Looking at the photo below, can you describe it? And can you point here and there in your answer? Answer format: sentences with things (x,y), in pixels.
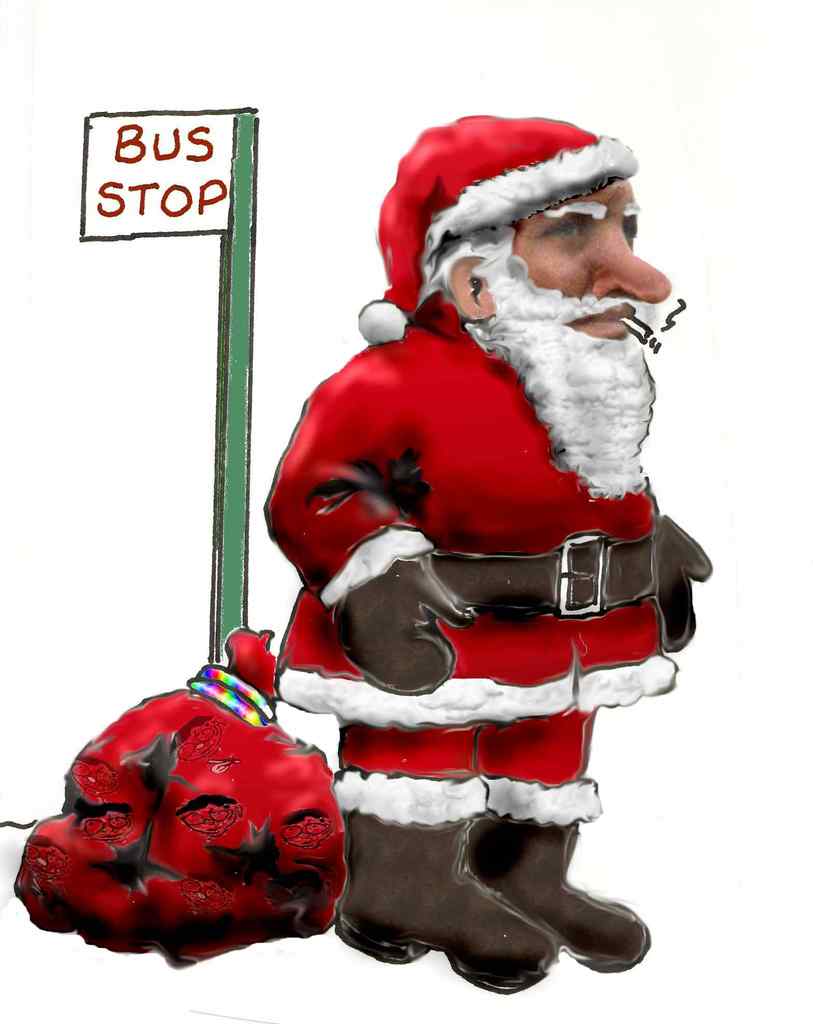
In this picture we can observe a Santa Claus (421,601), wearing red color dress (457,400) and a cap (457,194) on his head (463,175). Behind him there is a red color bag (215,790). We can observe a white color board (183,190) to the green color pole (233,292). In the background (20,496) it is completely in white color.
